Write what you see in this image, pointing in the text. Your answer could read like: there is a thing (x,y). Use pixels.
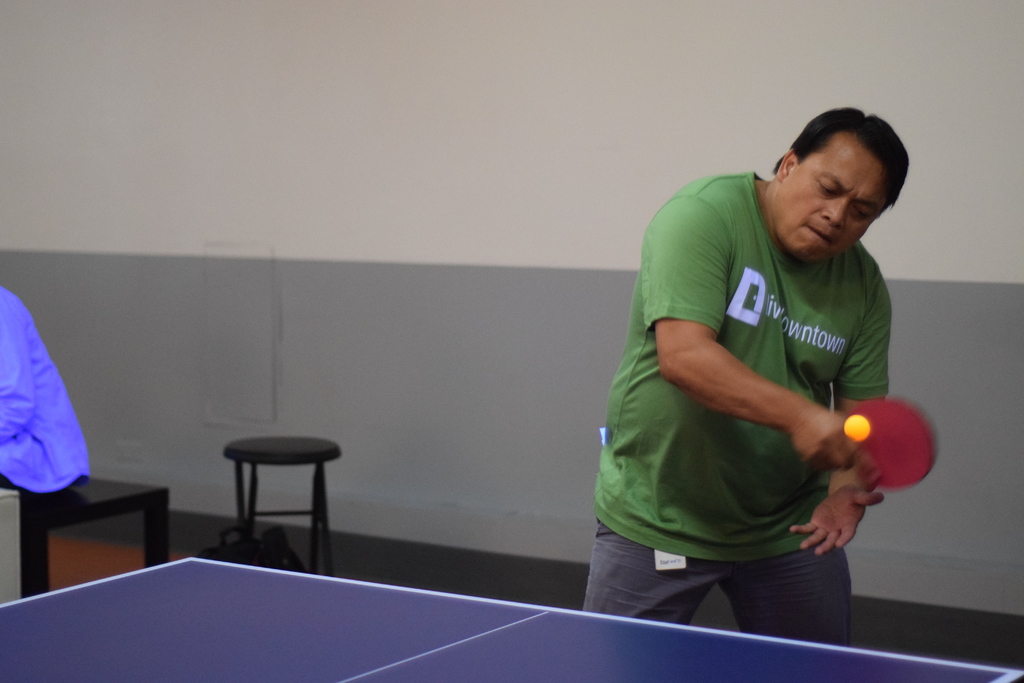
A man (681,350) wearing a green t shirt (723,337) is holding a table tennis bat (906,451). In front of him there is a table tennis table (466,621) and ball (863,429) is over there. In the background (318,449) there is a stool (296,442) and a wall (243,278). On the left (67,401) a person (73,462) sitting on a bench (111,495).
